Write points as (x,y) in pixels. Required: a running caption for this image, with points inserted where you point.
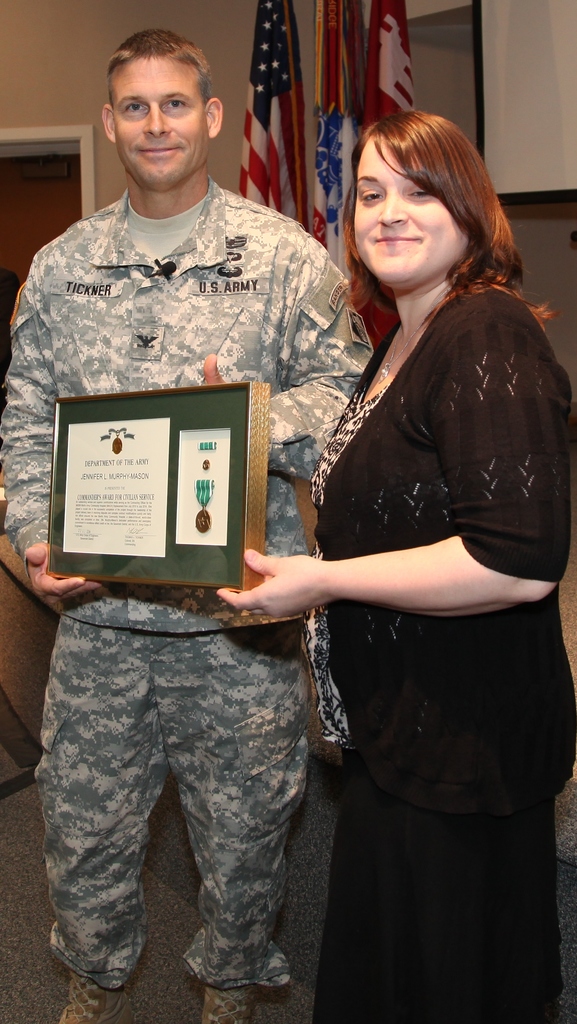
This picture is taken inside the room (516,88). In this image, in the middle (336,380), we can see two people (243,322) man (287,357) and woman (533,558) are standing and holding a photo frame (188,570) on their hand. On the frame (154,453), we can see some pictures (120,448) and text (128,542) written on it. In the background (300,117), we can see some flags (359,75), wall (99,140) and a door (19,215).
